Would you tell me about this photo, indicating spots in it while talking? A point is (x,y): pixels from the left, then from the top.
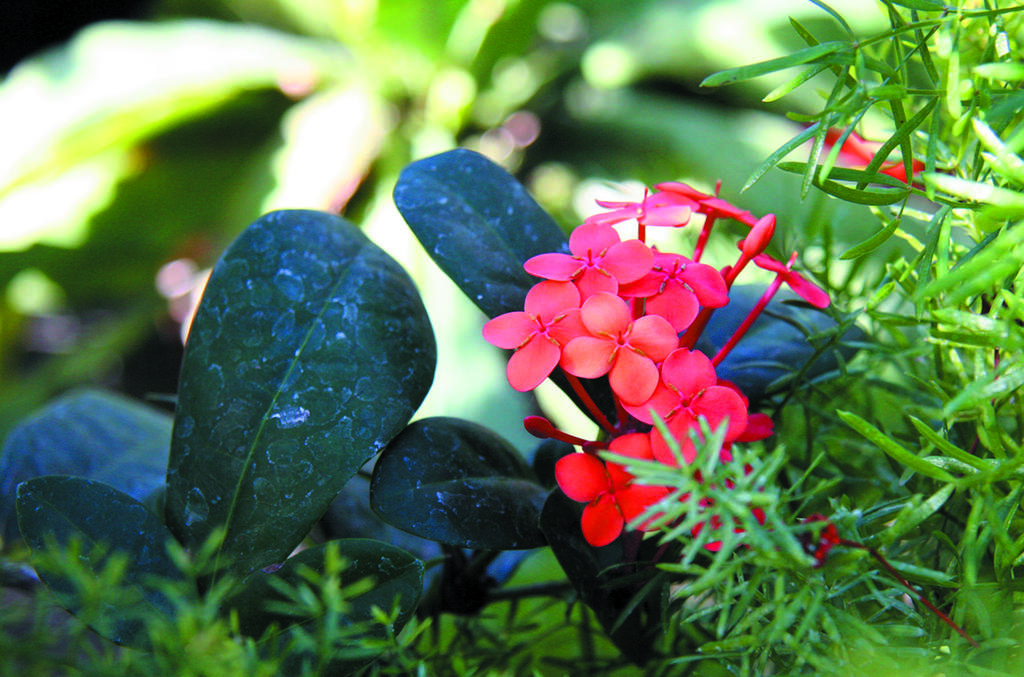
In this picture we can see red flowers (634,415) on the plant (770,381). On the left (323,582) we can see many leaves (366,354).
